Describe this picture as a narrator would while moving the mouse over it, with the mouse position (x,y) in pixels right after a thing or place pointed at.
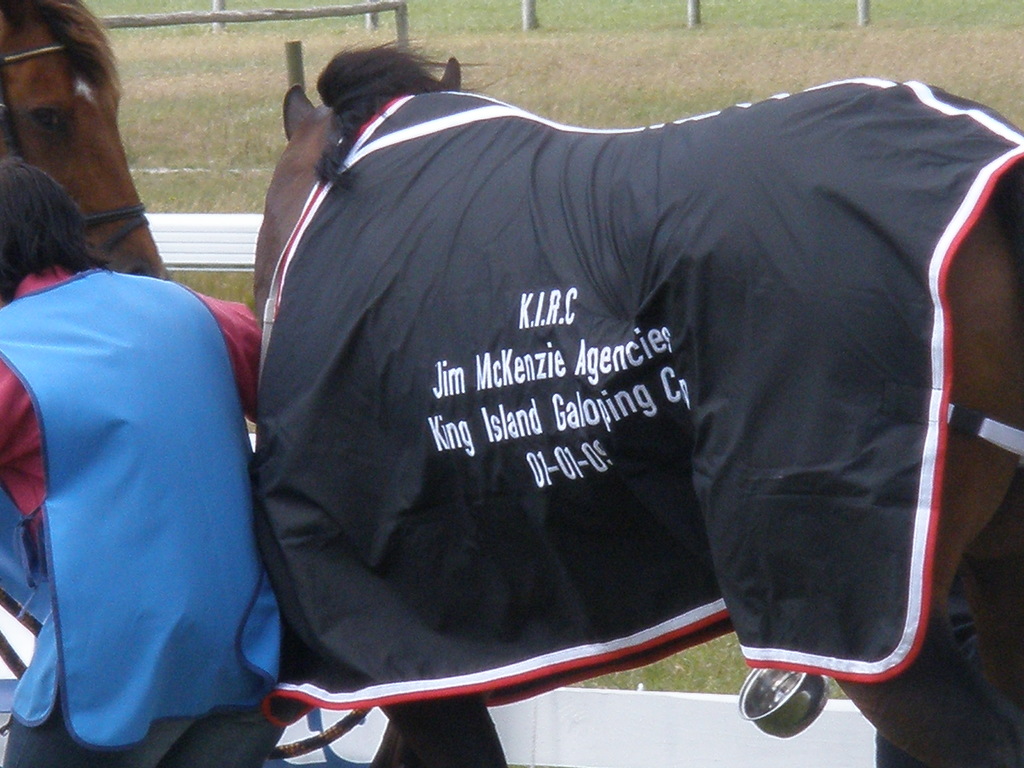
In the foreground of the picture (112,137) there are horses (50,104), a person (73,565), rope (302,745), cloth (345,695) and other objects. In the background (219,132) we can see field (395,22), fencing (217,27).
